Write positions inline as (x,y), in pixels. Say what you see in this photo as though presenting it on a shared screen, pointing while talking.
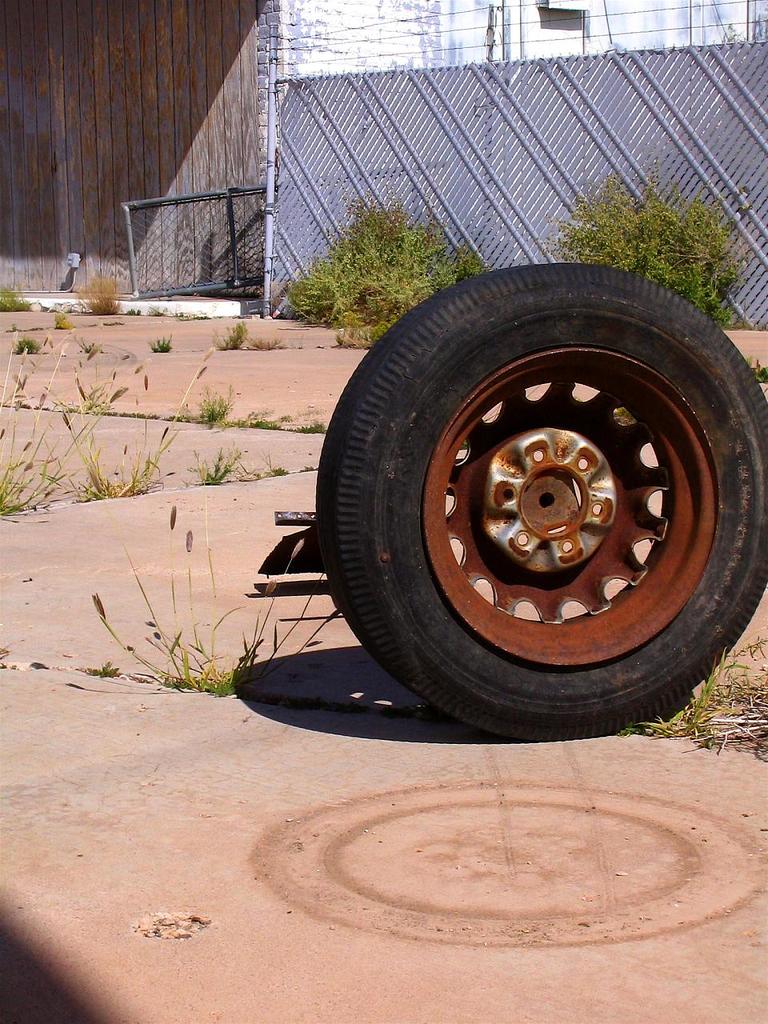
There is a tire (484,480). On the ground (211,431) there are plants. In the back (564,177) there is a wall (546,125). Also there is a wooden wall (152,114).
